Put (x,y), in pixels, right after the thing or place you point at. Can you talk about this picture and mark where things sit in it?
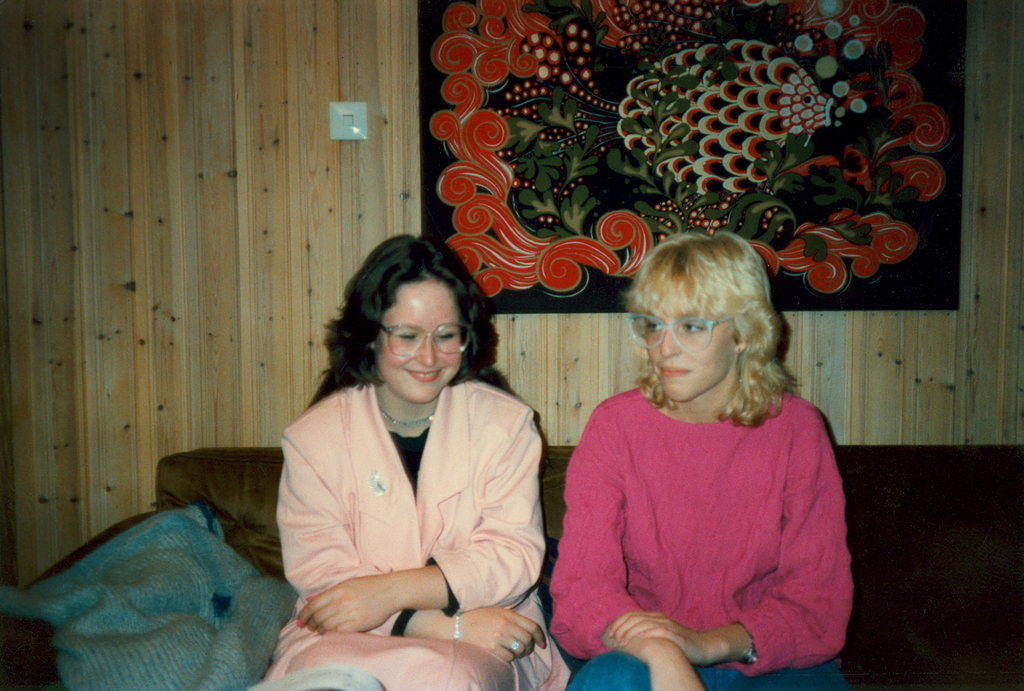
In this picture we can see two women (477,557) wore spectacles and sitting on a sofa (981,621) and one of them is smiling and beside them we can see a cloth (234,591) and in the background (141,177) we can see a frame (670,110) on the wall (399,216).
